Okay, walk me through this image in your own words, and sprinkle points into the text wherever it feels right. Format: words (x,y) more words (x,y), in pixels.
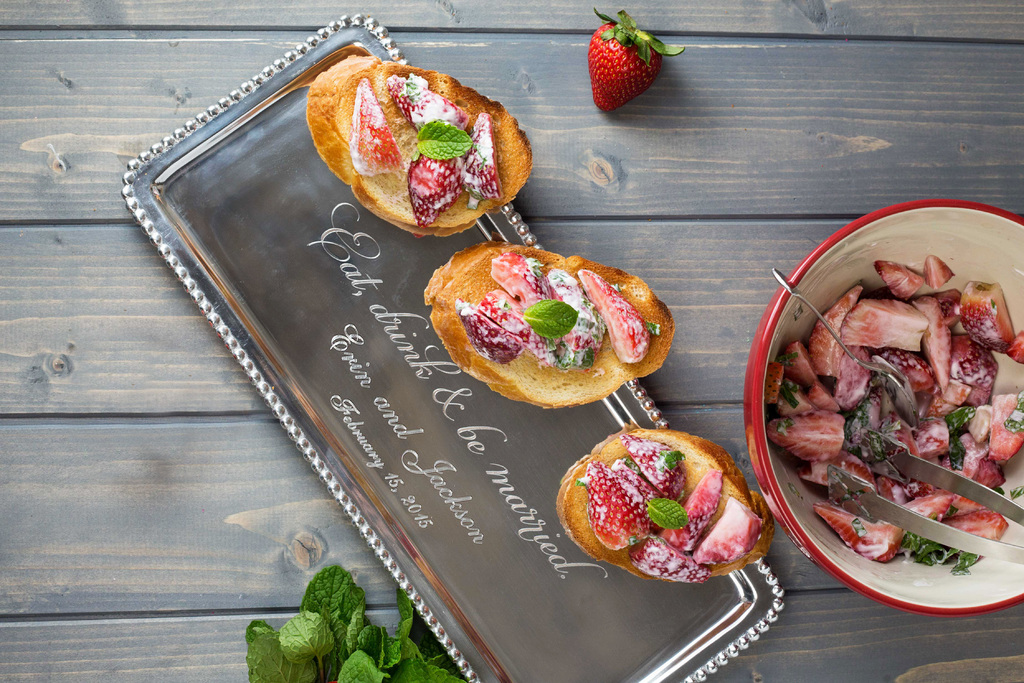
In the center of the image (498,371) we can see a tray (510,461), toast (698,483) and strawberry pieces (661,496) are there. On the right side of the image (821,388) a bowl (817,300) contains pieces (920,389) of strawberry (937,410) and spoon (891,377) are there. At the top of the image (621,58) strawberry (613,69) is there. At the bottom of the image (317,630) mint leaves (290,630) are there. In the background of the image (113,340) table (146,323) is there.
